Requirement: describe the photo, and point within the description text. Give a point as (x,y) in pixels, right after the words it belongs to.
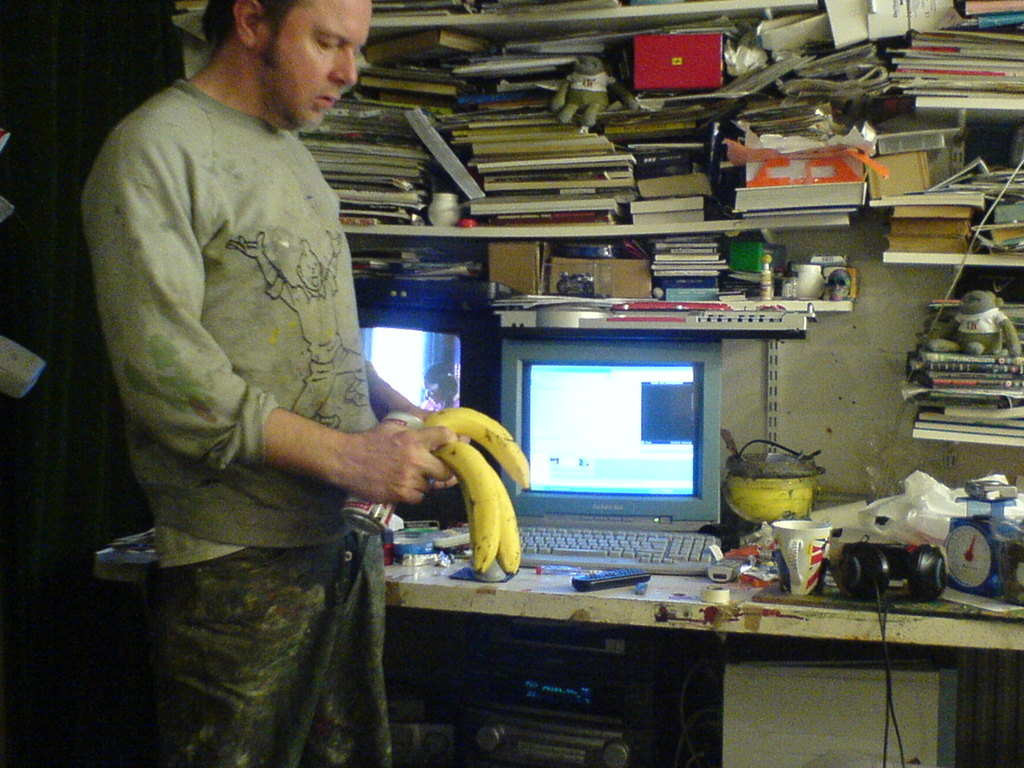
As we can see in the image there is a man (343,455) holding bananas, wall (878,345), shelves (898,207) filled with books (345,156) and there is a table (687,612). On table (787,619) there is a headset (864,579), mug (799,569), remote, screen (660,394), clock (1004,545) and pot (809,484).
